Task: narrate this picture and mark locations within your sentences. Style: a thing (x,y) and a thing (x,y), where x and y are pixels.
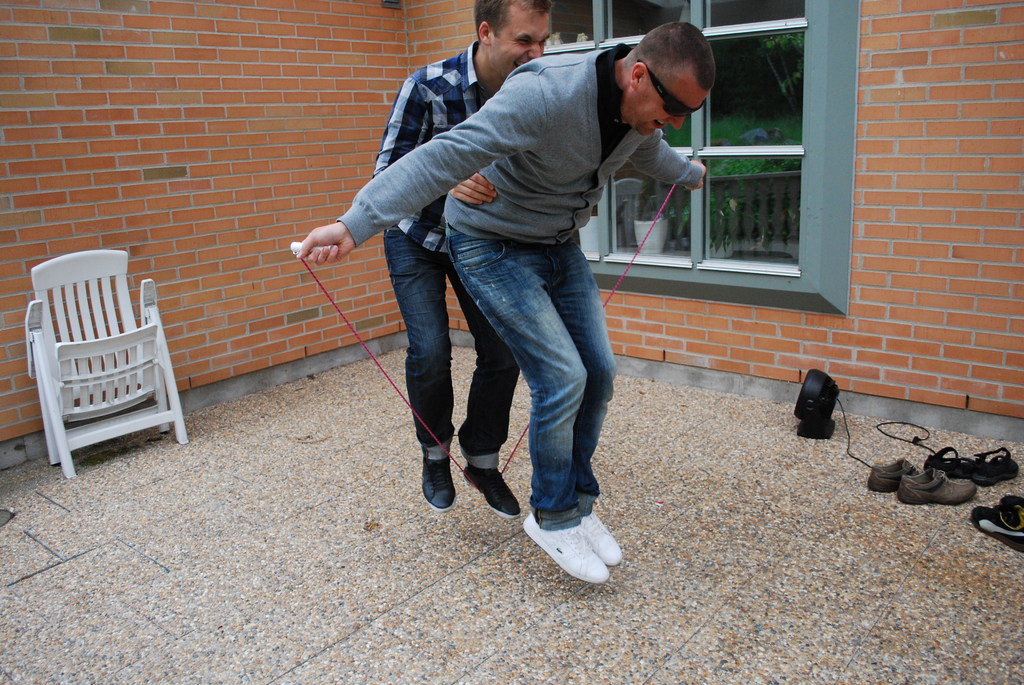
In the middle of the image (499,231), there are two persons (530,89) smiling and jumping on the floor (419,611). On the right side (1002,450), there are shoes (998,532) and slippers (947,449) on the floor (870,498). On the left side (75,272), there is a white color chair (60,349). In the background (154,102), there is a brick wall (169,52) having glass window (753,28).
